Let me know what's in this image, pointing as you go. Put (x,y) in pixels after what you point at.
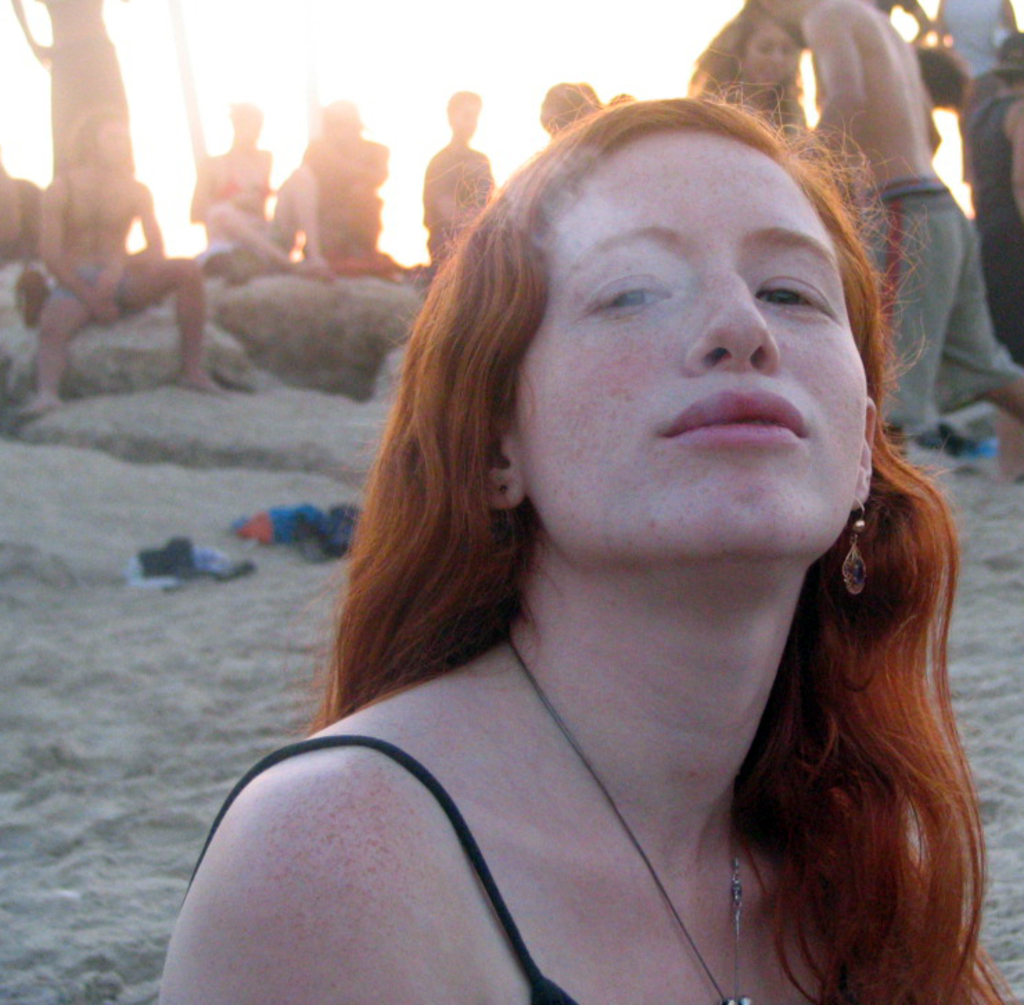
In this image I can see the person (462,614) wearing the black color dress (519,960). To the back of this person (518,496) I can see few people (238,203) sitting on the rock (260,317). And I can see some clothes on the sand (187,680). In the background (224,117) there is a sky (231,88).
